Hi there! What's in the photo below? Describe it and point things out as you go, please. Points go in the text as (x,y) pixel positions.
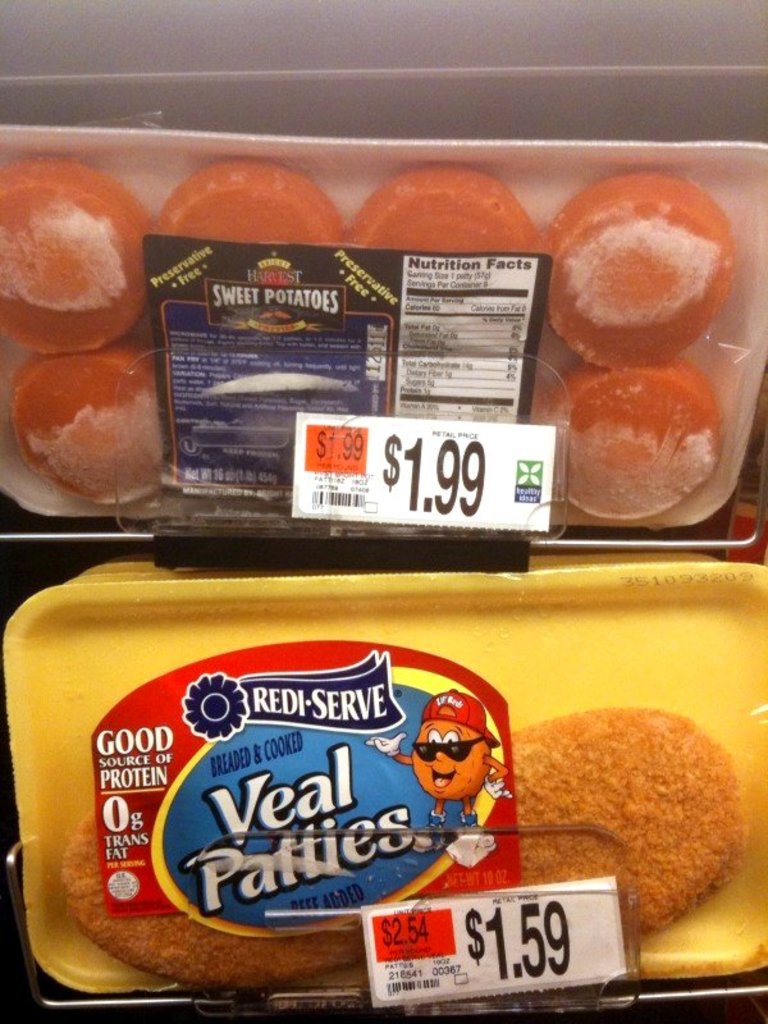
In this image I can see two boxes (342,365). I can see few sticker (449,347) are attached to the box (403,747). I can see white color boards (375,474).
